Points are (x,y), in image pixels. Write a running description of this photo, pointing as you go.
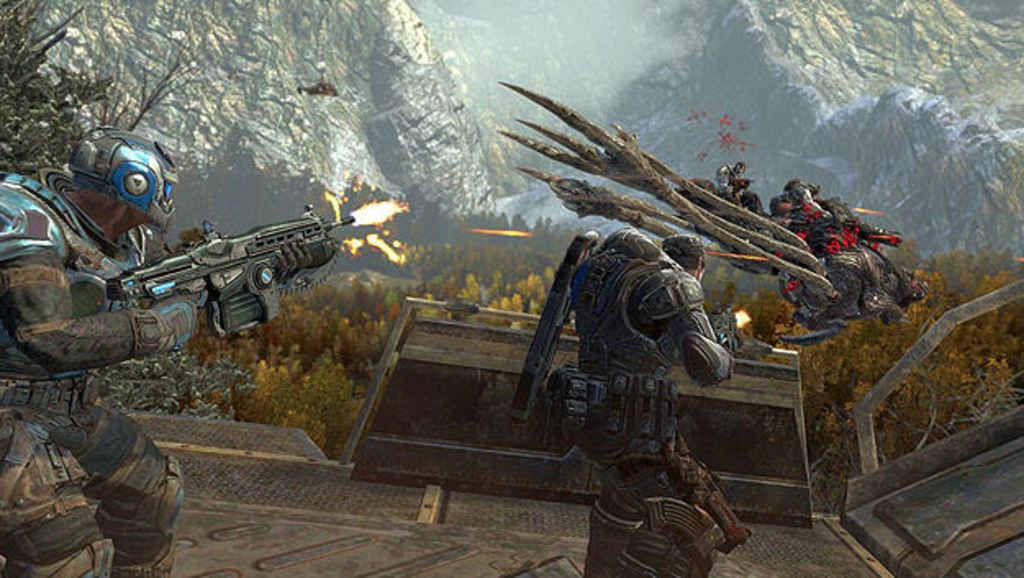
This image is an animation. In this image we can see people (724,357) holding rifles (716,320) and there is a creature (784,274). In the background (365,124) there are hills (360,143) and trees (874,364).
